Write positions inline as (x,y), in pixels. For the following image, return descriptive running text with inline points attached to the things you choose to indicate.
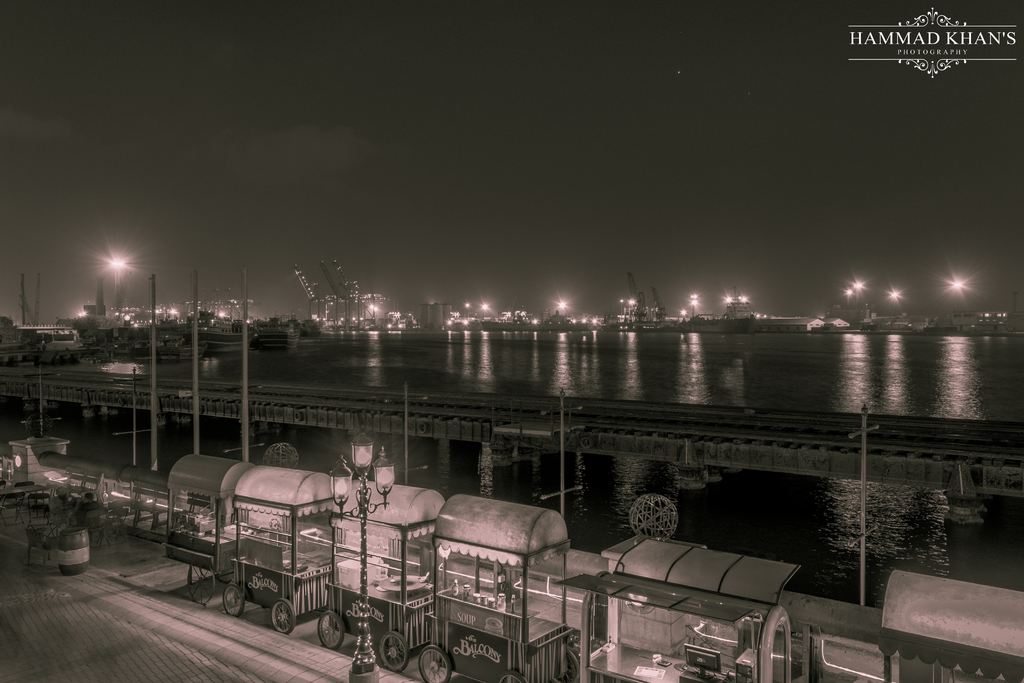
In this image, we can see a bridge (431,427), poles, water (554,360). At the bottom (145,649), we can see a footpath (159,635), some stalls (350,613), pole (359,500) with lights (334,490), tables (25,492) and chairs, dustbin (67,543). Background there are so many lights (130,320), towers (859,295) we can see. Top of the image (367,206), there is a sky (365,204). Right side (938,45) top corner, we can see a watermark (913,52) in the image.
